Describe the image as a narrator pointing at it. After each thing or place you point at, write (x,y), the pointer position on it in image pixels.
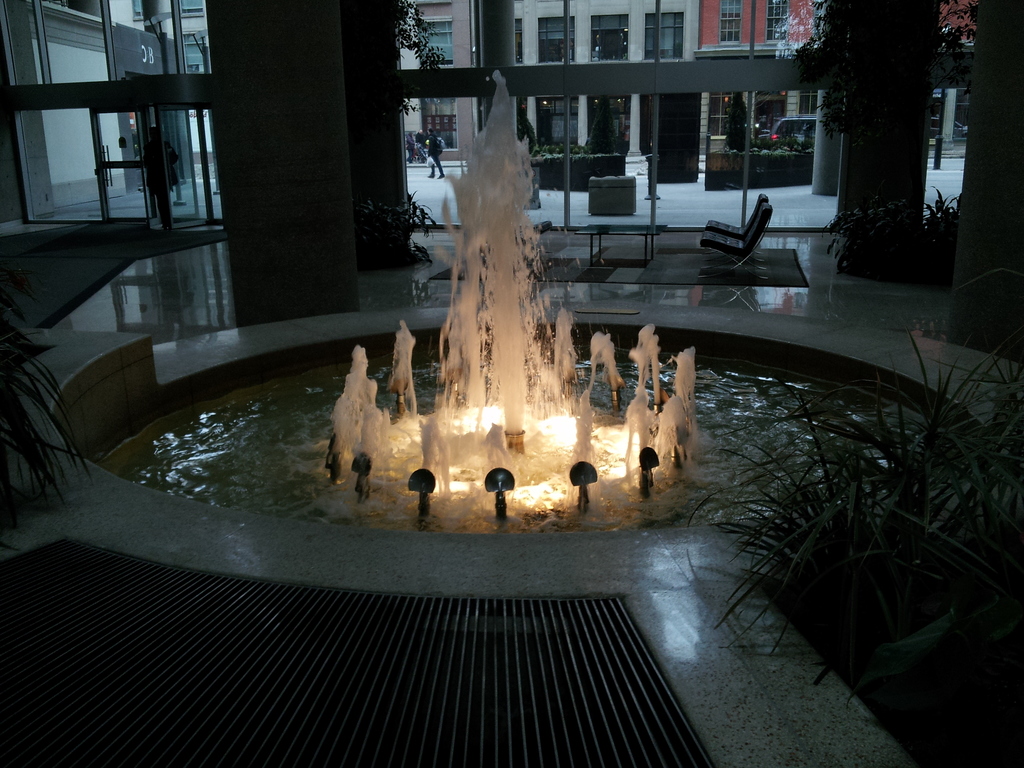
Here in this picture we can see a pond (245,477), which is full of water (402,522) present over there and in the middle of it we can see a water fountain (455,295) present and beside it on either side we can see plants (818,480) present and in the front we can see table (630,234) and chairs (744,239) present and we can also see doors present and we can see other plants (620,152) and buildings (692,57) present outside over there.
